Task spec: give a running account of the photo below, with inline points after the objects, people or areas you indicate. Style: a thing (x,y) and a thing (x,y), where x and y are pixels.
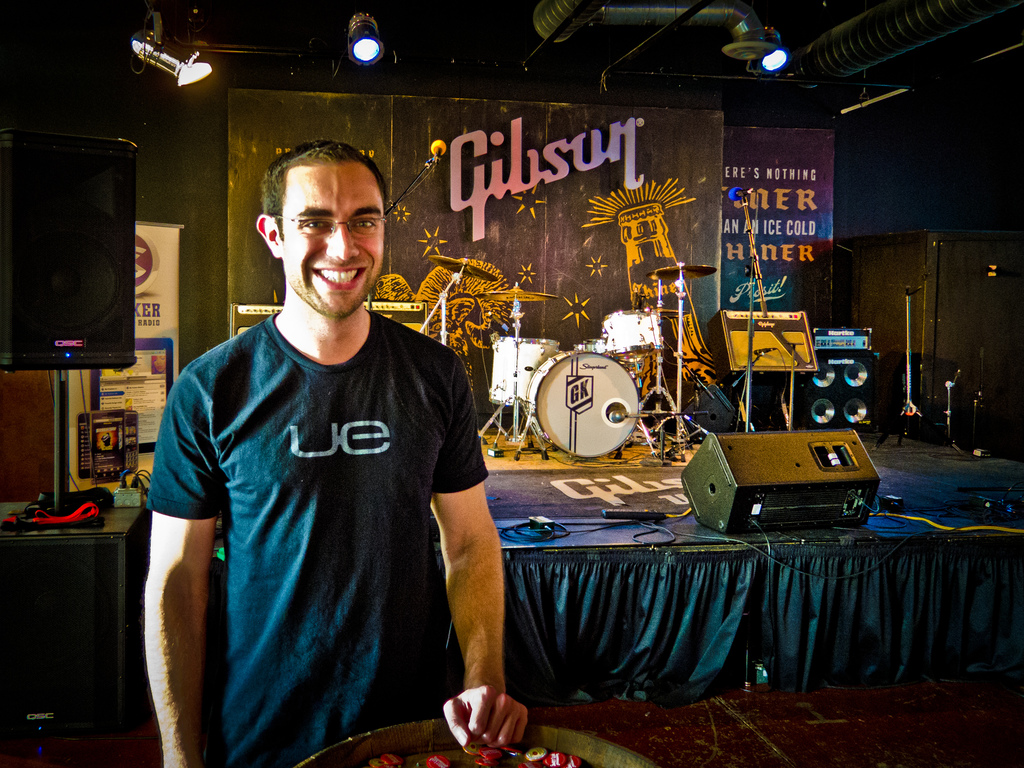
In this image I can see a person (502,724) standing and the person (420,582) is wearing black color shirt (399,571), background (668,131) I can see few musical instruments (554,413), few boards (657,138) in black color and I can also see few lights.
